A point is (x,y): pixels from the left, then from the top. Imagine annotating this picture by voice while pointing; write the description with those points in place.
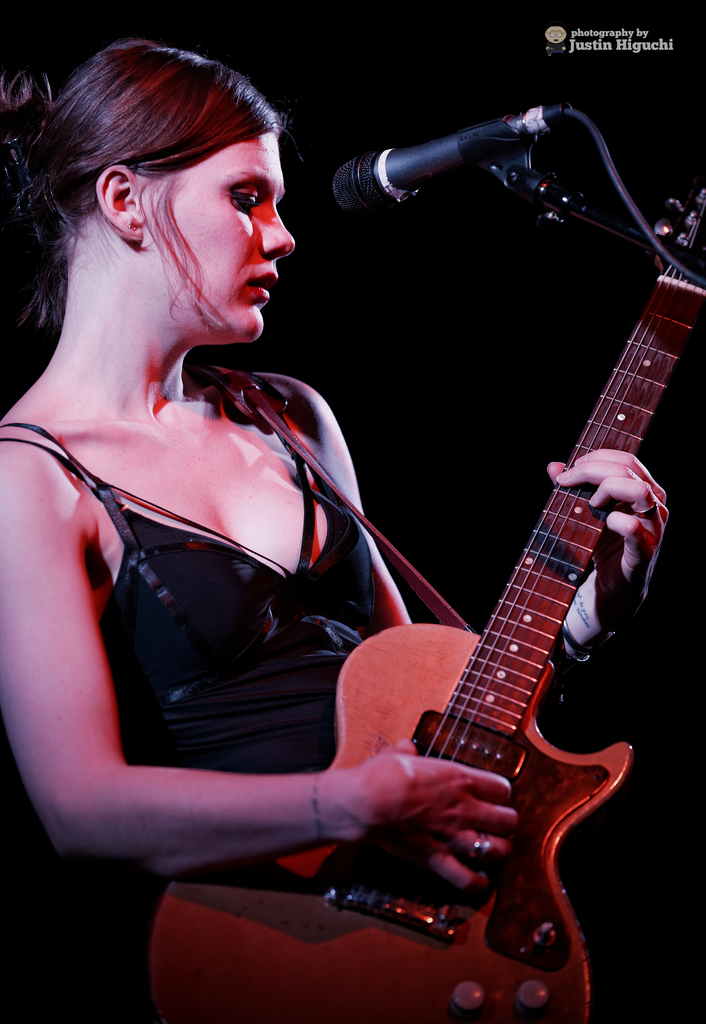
In the center (362,643) we can see lady (168,680) she is holding guitar (460,898). In front of her we can see the microphone (431,151).
